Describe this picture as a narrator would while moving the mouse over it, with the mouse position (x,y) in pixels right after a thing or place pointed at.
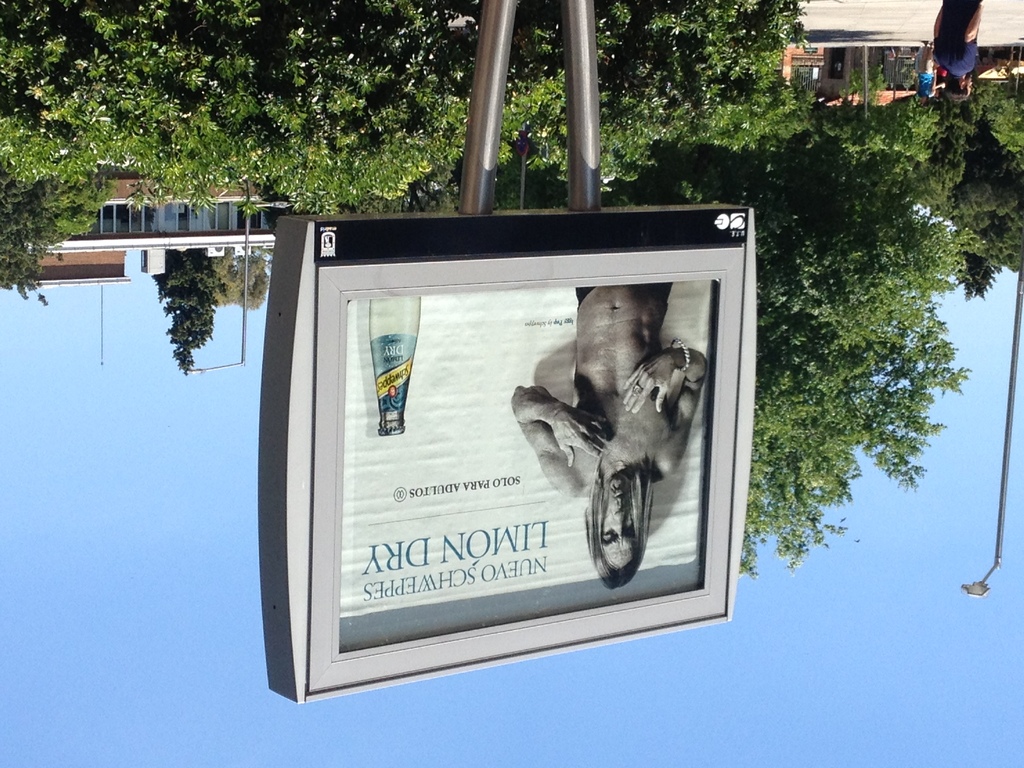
In this picture I can see buildings (187,239), trees (721,131) and an advertisement board (713,266) with some text (449,554) and a picture of a human (659,366) and I can see few pole lights (1000,512) and few people (947,66) standing and I can see a blue sky (703,756).
